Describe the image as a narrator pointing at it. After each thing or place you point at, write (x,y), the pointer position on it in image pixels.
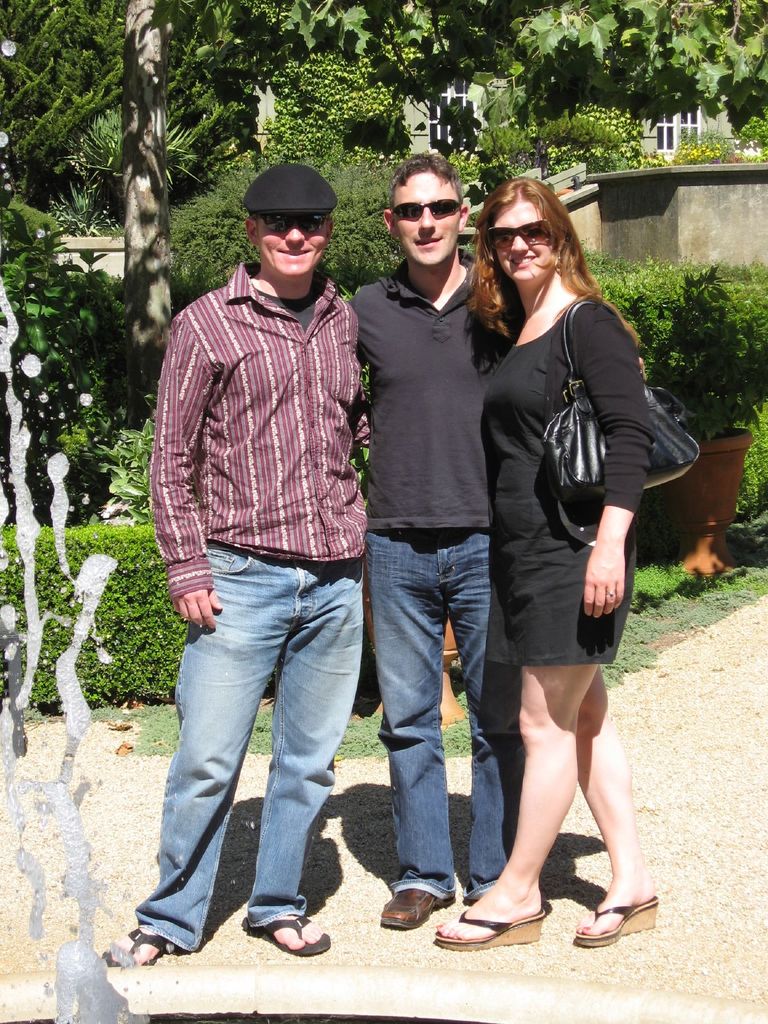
In the image we can see two men (391,344) and a woman (539,480) standing, wearing clothes (412,440), spectacles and they are smiling. The woman (501,448) is carrying bag (599,483) and the left side man (186,500) is wearing a cap (269,195). Here we can see grass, plants (125,601) and trees (242,69). There may be a building (675,128) and a water fountain (92,882).
